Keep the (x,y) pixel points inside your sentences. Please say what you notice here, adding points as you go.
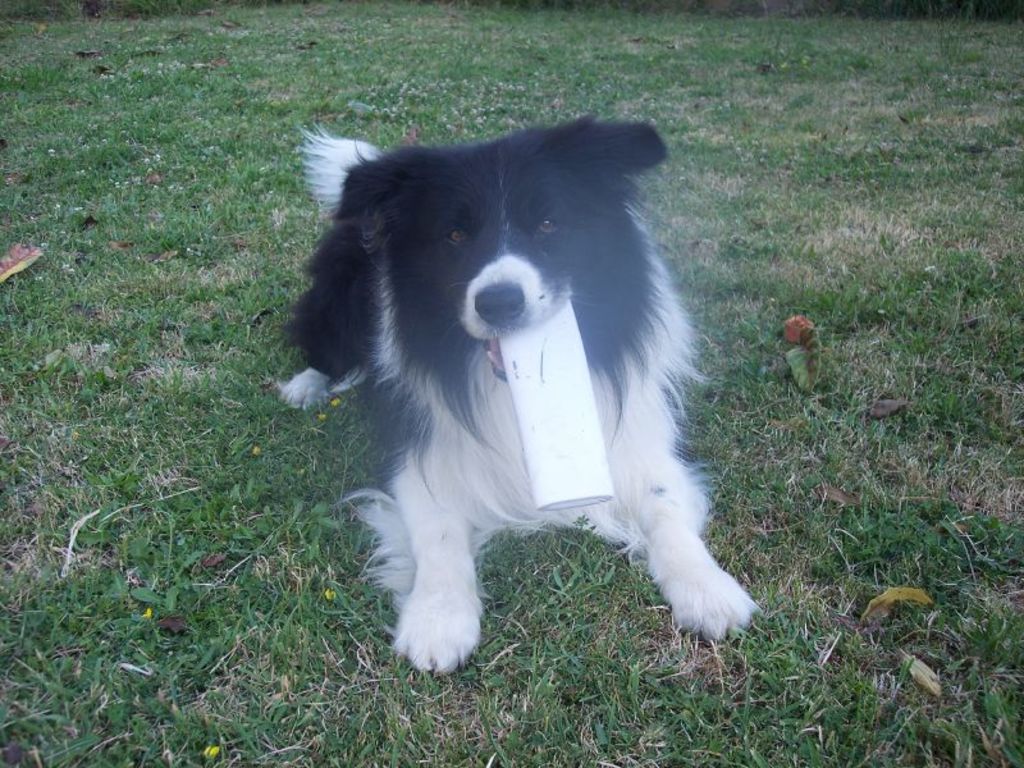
In the foreground of this image (454,394), there is a dog (454,372) holding an object (551,406) with its mouth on the grass (812,511).
